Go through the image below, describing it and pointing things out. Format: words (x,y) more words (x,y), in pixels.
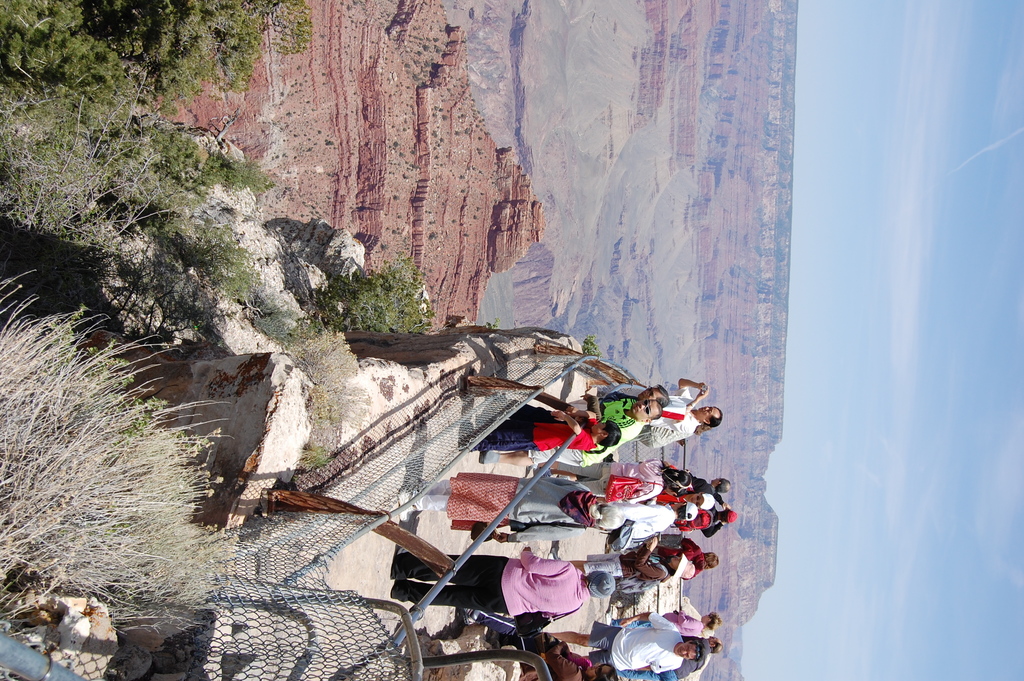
There are few persons (553,579) standing and there are trees (98,111) and a fence (518,410) in front of them and there are mountains (743,154) in the background (739,205).
